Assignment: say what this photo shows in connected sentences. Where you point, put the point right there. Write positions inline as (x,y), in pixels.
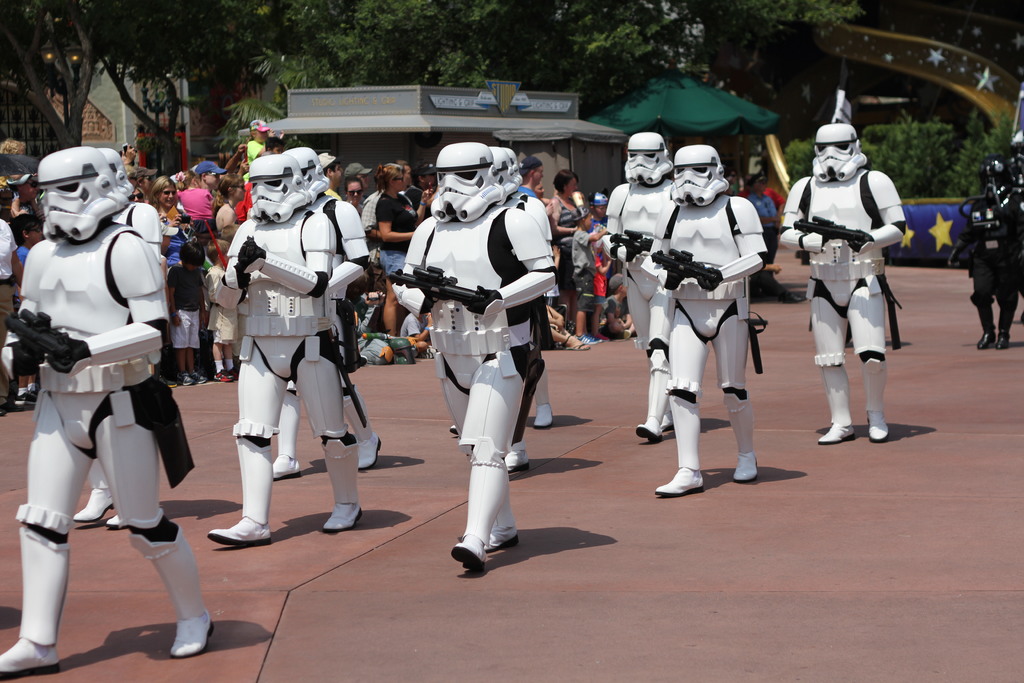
In this image I can see there are group of people (282,274) holding guns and wearing costumes (1000,201) and back side of the image I can see crowd of people (147,181), house (498,109), tents (668,97), trees (583,109).
